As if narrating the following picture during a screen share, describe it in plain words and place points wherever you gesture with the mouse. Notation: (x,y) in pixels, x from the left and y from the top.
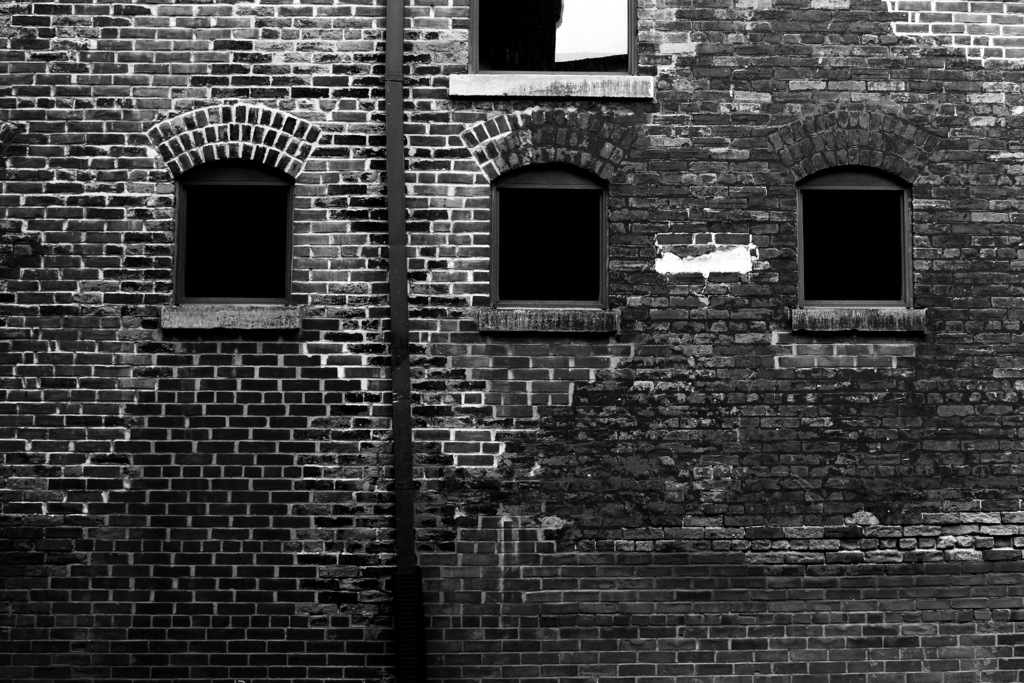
In this picture we can see a black and white photograph of the brick wall (272,593) with windows (221,281).
